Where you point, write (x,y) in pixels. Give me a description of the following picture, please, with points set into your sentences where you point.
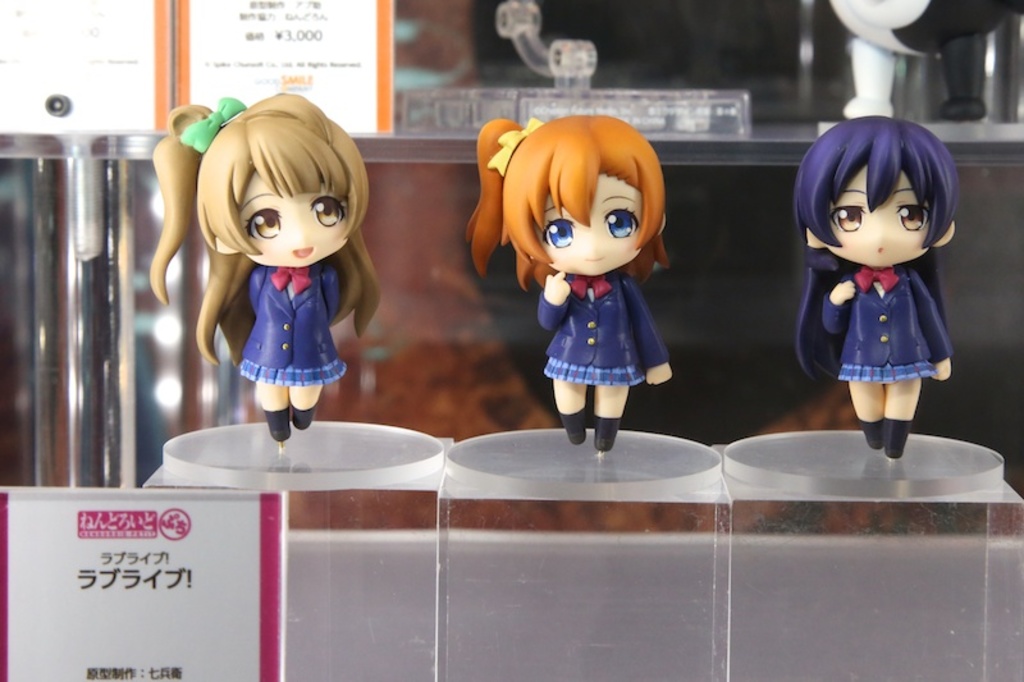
In this image I can see three toys (917,251) on the glass surface (571,459). Back Side I can see few boards (303,34) and some objects (560,61).
